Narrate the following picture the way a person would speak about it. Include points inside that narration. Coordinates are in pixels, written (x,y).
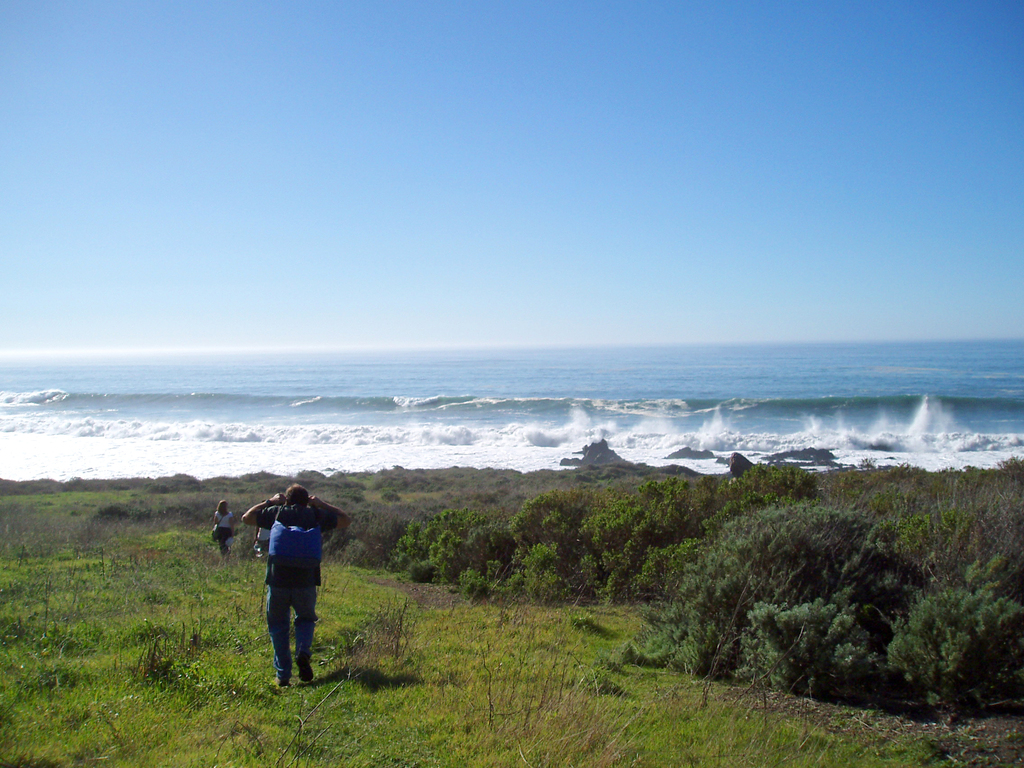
In this image we can see the sea (360,354) with some tides (697,399), some rocks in the sea (139,447), two people (280,628) holding some objects (271,551) and walking. There are some trees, bushes (124,513), plants (378,490) and grass (466,726) on the ground (345,480). At the top (24,234) there is the sky (245,254).
